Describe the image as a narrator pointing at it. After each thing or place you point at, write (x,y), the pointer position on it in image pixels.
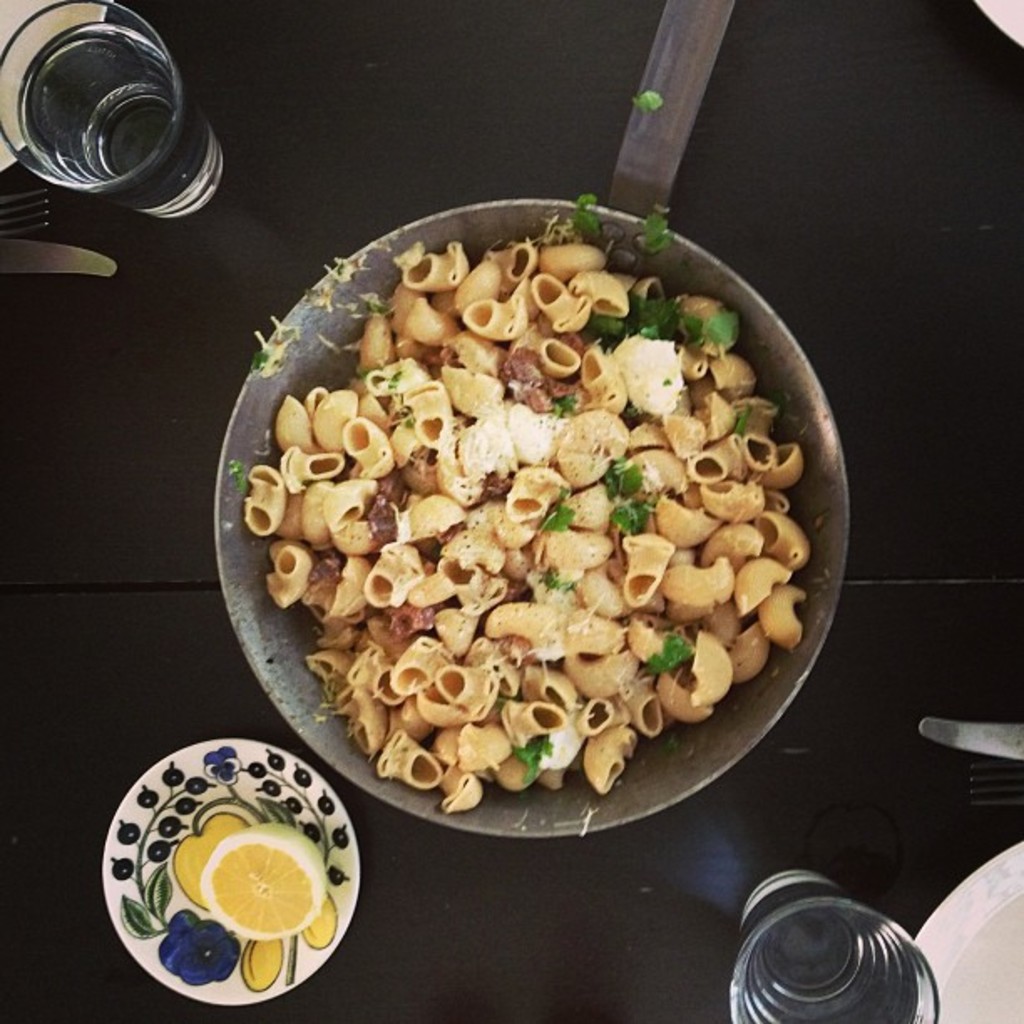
In the image there is some pasta (453,557) cooked in a pan (355,751) and beside the pan (342,748) there is a lemon slice (260,835) kept on a small plate (201,869) and there are two glasses (760,918) filled with water (60,119), beside the glasses (143,148) there is a knife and a fork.
